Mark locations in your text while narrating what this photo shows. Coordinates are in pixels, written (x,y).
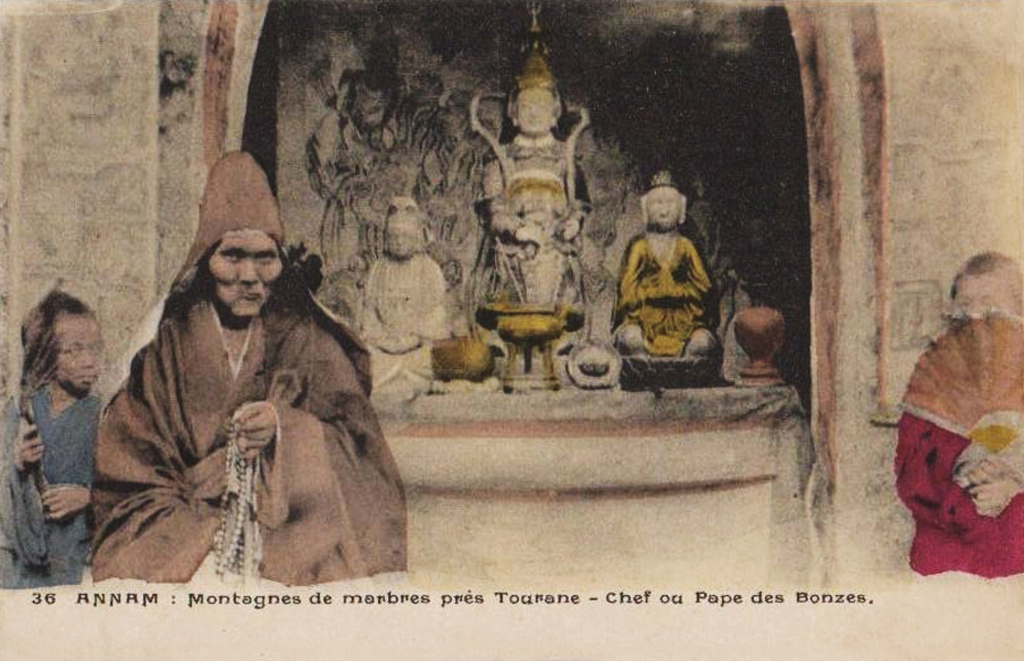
In this picture there is a poster (594,367). In the center of the poster (438,203) I can see some statues (556,285) and idols (553,206) which are placed on the wall (571,454). On the left (219,413) I can see two persons (87,444) who are near to the wall (875,374). On the right (929,554) there is a person (988,488) who is wearing red dress (999,537). At the bottom (247,601) I can see the content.
